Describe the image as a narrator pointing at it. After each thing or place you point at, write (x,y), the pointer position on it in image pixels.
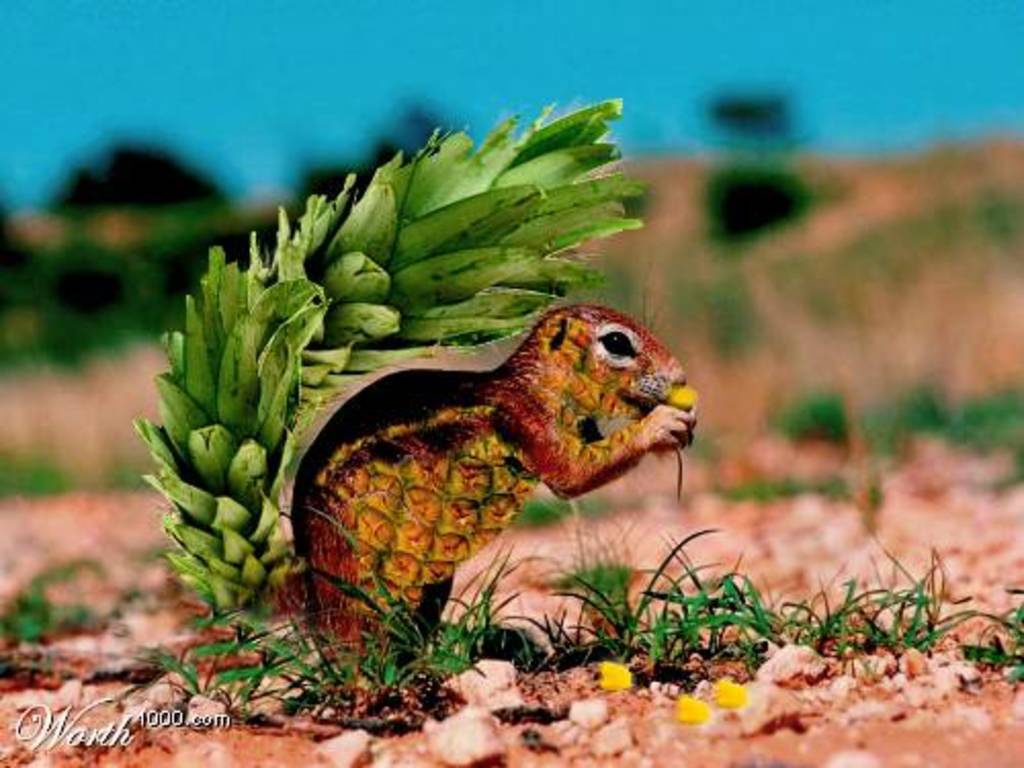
In this image we can see an animated image of an animal (454,523) holding an object (672,401) and standing on the ground (728,490) and a blurry background (652,304).
